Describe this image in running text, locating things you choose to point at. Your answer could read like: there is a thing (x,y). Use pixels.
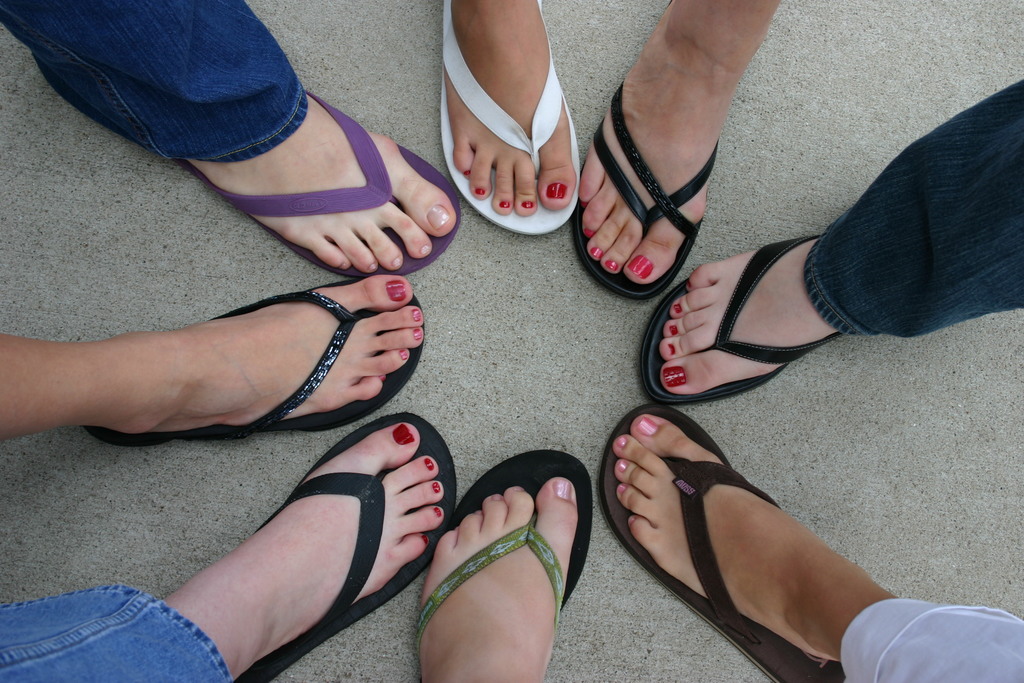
In this image, we can see persons (751,332) wearing different types of flip flops (490,556).
